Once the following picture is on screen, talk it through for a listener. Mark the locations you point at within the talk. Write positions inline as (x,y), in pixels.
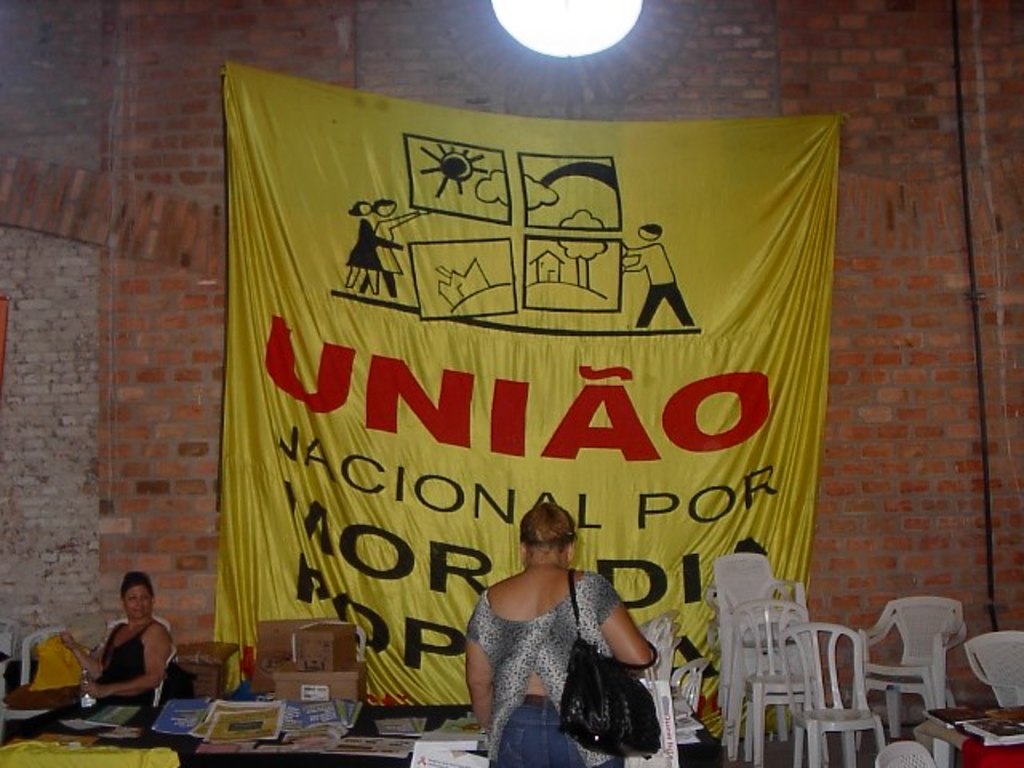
On wall (142,362) there is a yellow banner (467,483). This person (161,635) is sitting on a chair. Beside this person (139,672) there are cardboard boxes (296,673). On this table (242,736) there are papers (437,735). This woman (549,658) is standing and holding a bag (634,704). We can see number of chairs (750,674). This wall (903,431) is in red color and made with bricks (901,458).
